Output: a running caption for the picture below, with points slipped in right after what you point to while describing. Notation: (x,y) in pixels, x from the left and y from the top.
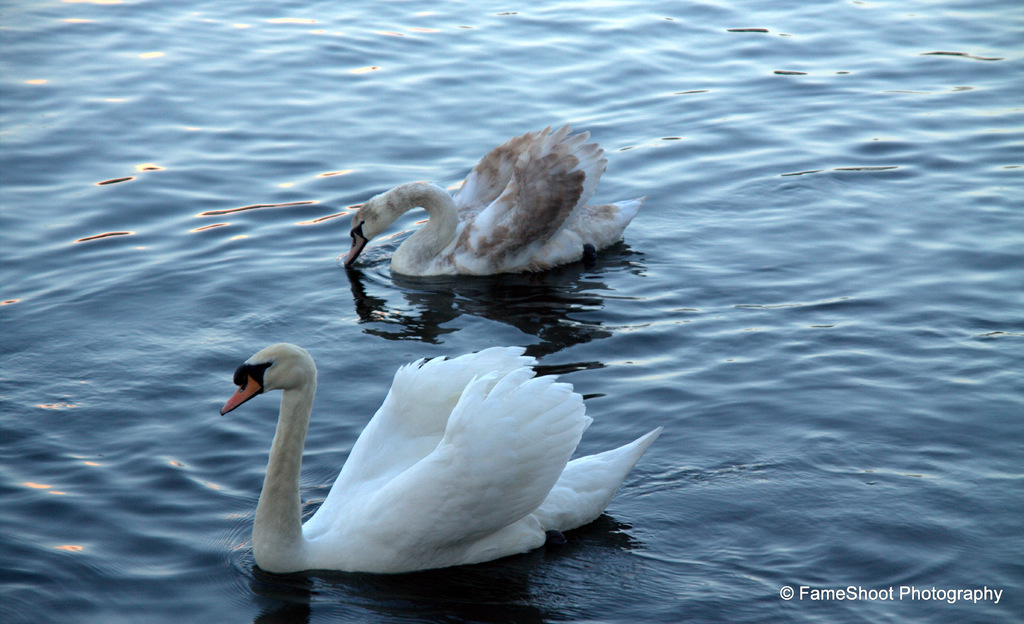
In the image there are two swans (395,487) swimming in the water (720,133).
